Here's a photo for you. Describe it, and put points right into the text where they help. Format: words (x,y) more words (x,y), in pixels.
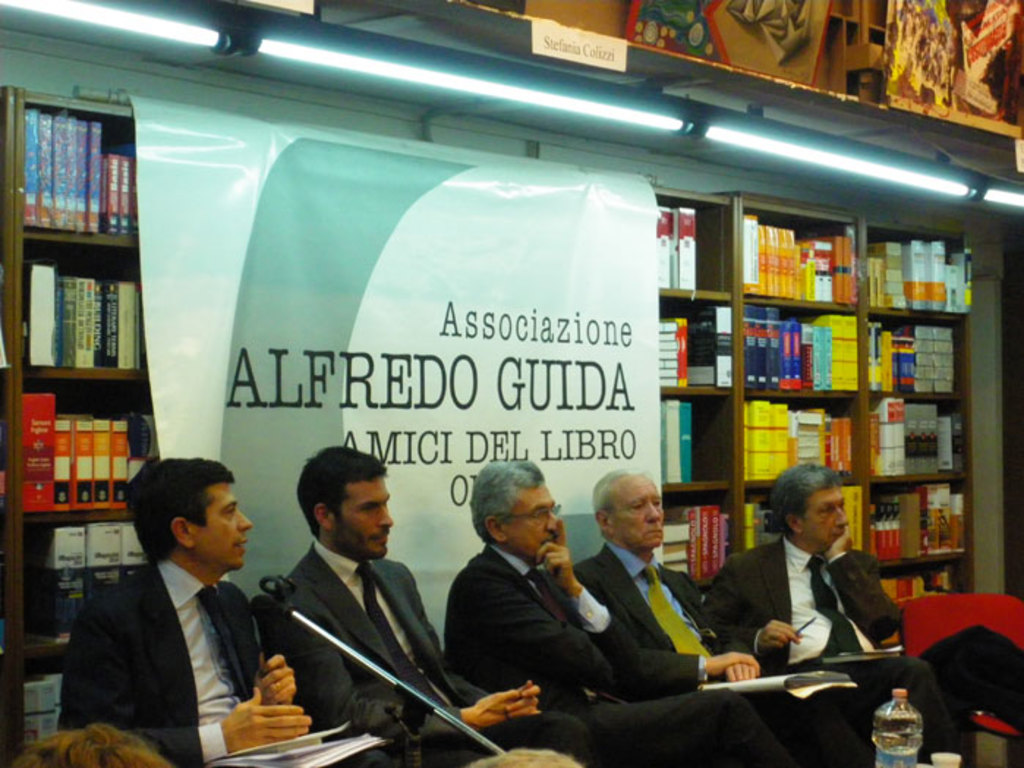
In this image I see 5 men (515,617) who are wearing suits (766,588) and I see that they're sitting and I see a tripod (485,744) over here and I see books (783,681) on their legs (746,696) and I see a bottle (886,715) over here. In the background (939,350) I see the books (931,335) on the shelves (710,447) and I see a banner (474,465) over here on which there are words (397,450) written and I see the lights (960,192) over here.
